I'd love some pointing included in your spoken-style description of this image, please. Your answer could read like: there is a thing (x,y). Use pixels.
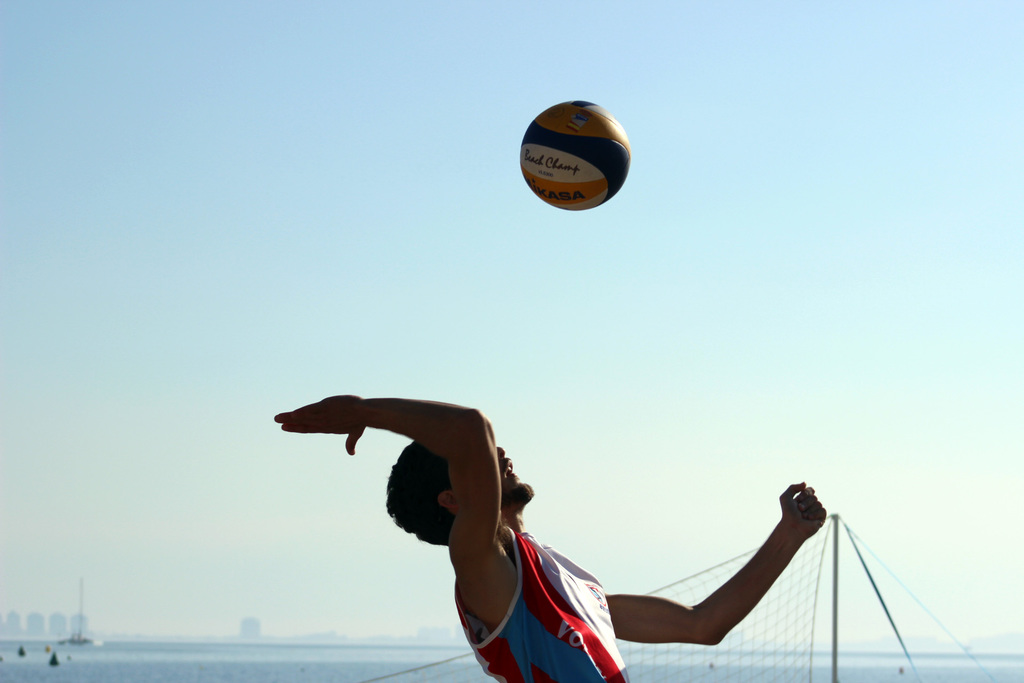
In this image there is a man (494,544) towards the bottom of the image (511,562), there is a ball (539,134), there is text (570,167) on the ball (567,155), there is a net (764,649) towards the bottom of the image (745,646), there are objects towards the bottom of the image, there is water (329,662) towards the bottom of the image (188,654), there are objects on the water (107,653), there is a pole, there are buildings (39,630) towards the left of the image (42,617), at the background of the image (345,242) there is the sky (380,255).
